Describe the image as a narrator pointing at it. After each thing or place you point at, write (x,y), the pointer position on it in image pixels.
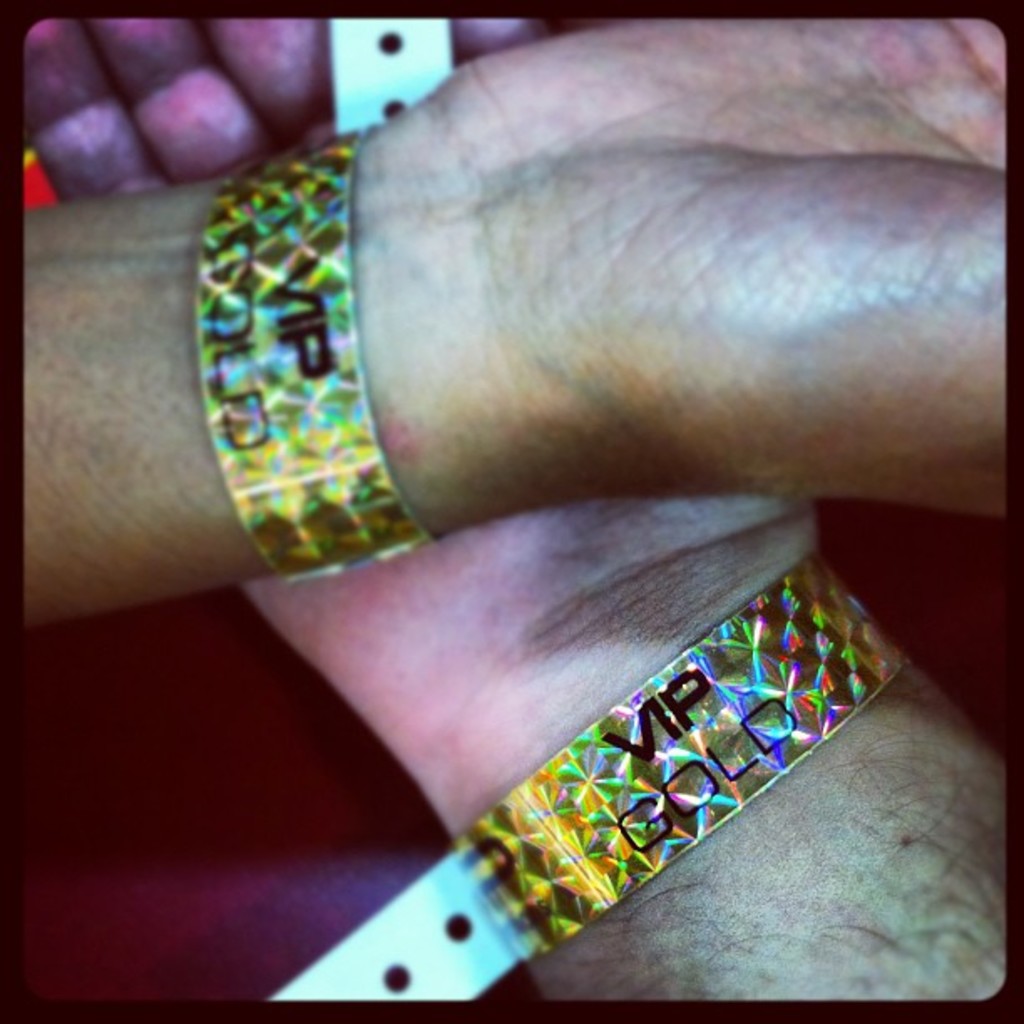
In this picture we can see hands (550,247) of a person (550,247) wearing wristbands (273,250). We can see it is written as "VIP GOLD" on the bands (664,804).
